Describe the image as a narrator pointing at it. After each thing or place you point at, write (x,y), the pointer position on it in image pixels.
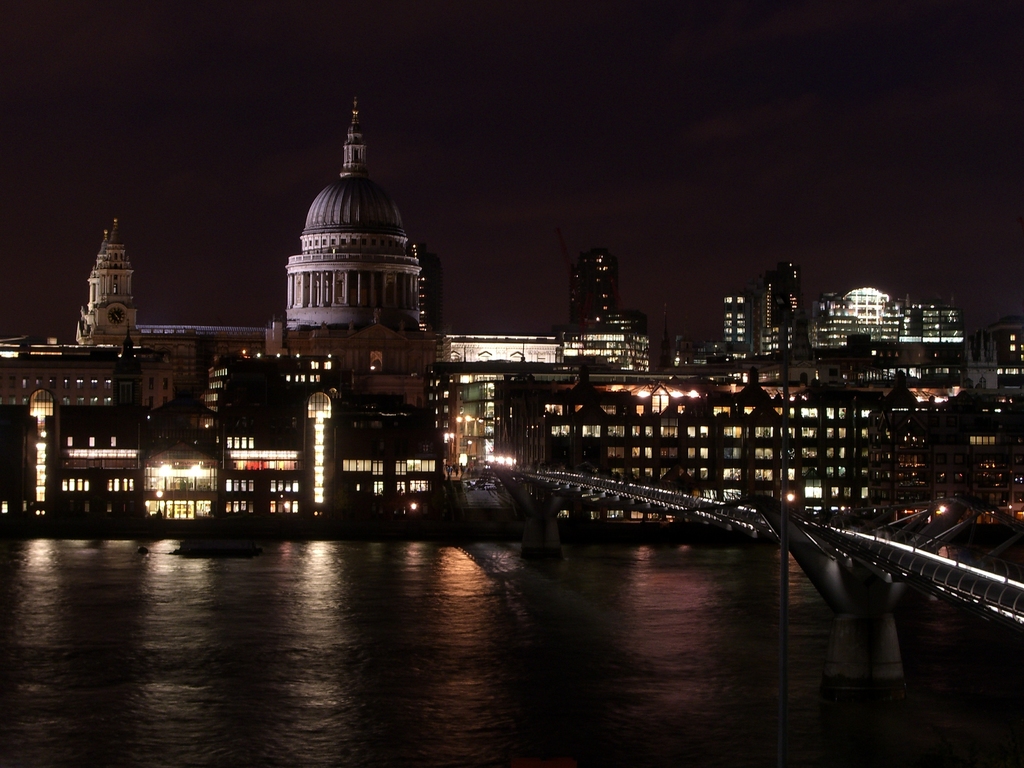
In this image we can see buildings (573,370), lights (765,453), there is a bridge (727,518) on the river (367,582), also we can see the sky (698,93).
